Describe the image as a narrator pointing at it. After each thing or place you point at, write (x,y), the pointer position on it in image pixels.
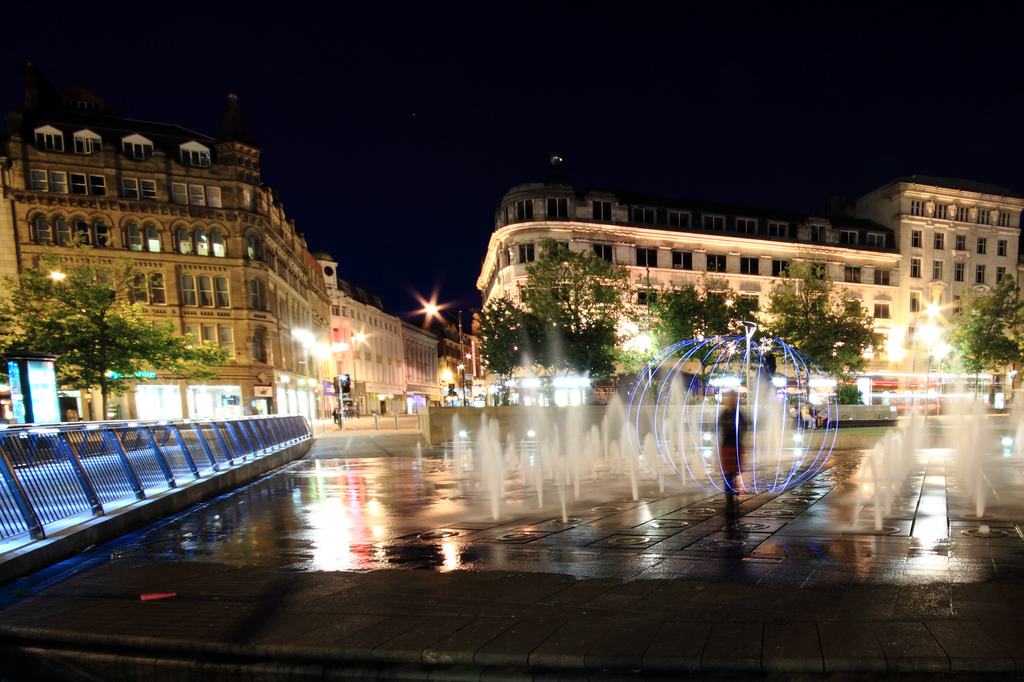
In this image I can see the fountains (661,471) and one person (725,494) standing. To the left (161,454) I can see the railing (208,450). In the background (426,363) I can see many trees (532,348), lights (321,365), buildings (452,335) and the sky (510,125).
